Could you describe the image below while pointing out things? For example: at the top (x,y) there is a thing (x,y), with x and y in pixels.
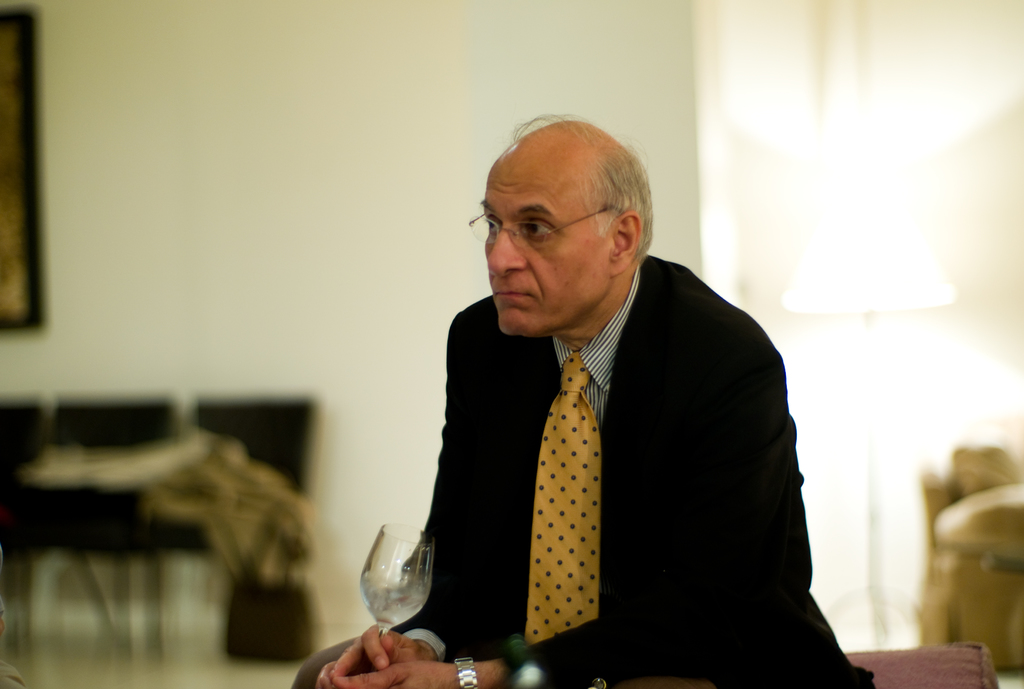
In the image we can see there is a man (510,171) who is sitting and holding a wine glass (397,601) in his hand (396,637). At the back (231,293) the image is blur.
